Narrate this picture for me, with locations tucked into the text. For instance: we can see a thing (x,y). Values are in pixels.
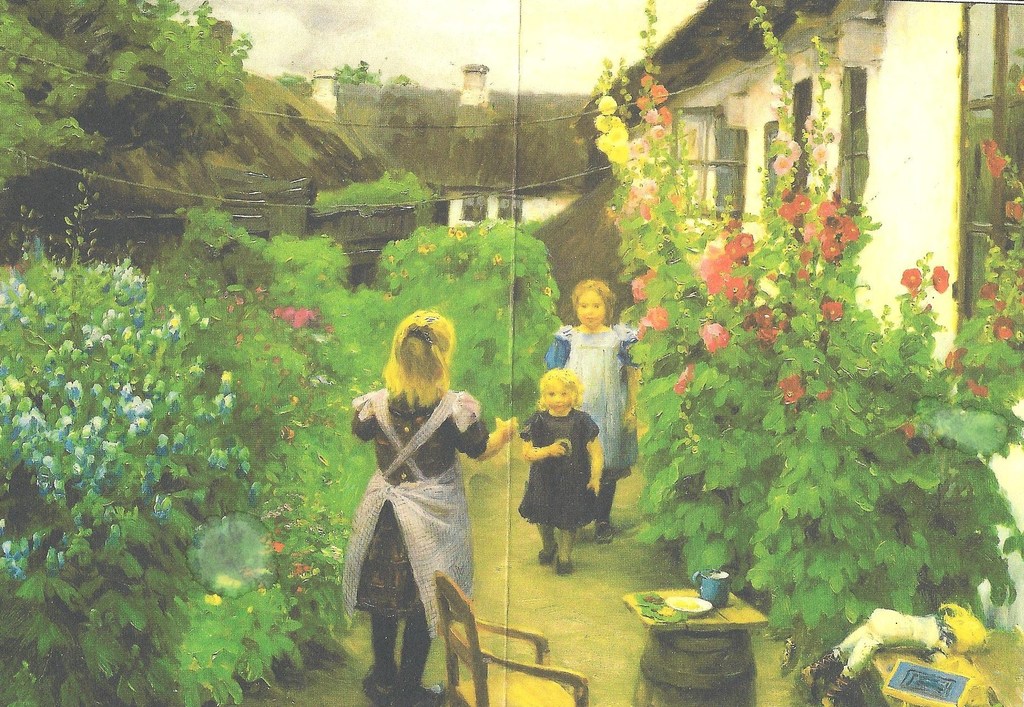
This image is a painting. In this image there is a lady (412,507) standing, in front of the lady (511,434) there are two children (596,388) walking on the path (556,601). On the other sides of the path (575,615) there are plants (688,334) and trees (33,73), beside the lady (430,552) there is a chair (540,669) and table (681,628), on the table (706,657) there are few objects (691,599). On the bottom right side (909,674) there is a toy (911,639) and a book (917,684) on the other table (891,656). In the background (695,154) there are houses (694,134) and a sky (477,11).
